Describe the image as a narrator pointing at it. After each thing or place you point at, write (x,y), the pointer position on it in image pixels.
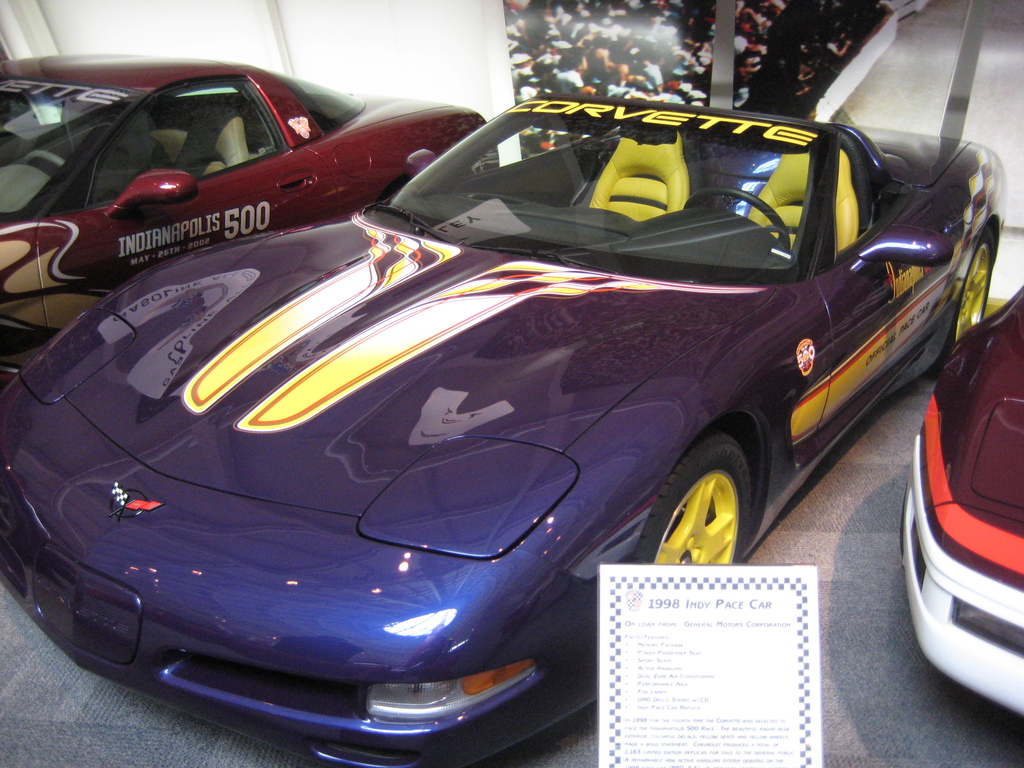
In this image, we can see some cars (943,661). We can see the ground (845,748). There is a poster (660,663) with some text (632,715). We can see the wall (359,53) with a poster (550,85) on it.
